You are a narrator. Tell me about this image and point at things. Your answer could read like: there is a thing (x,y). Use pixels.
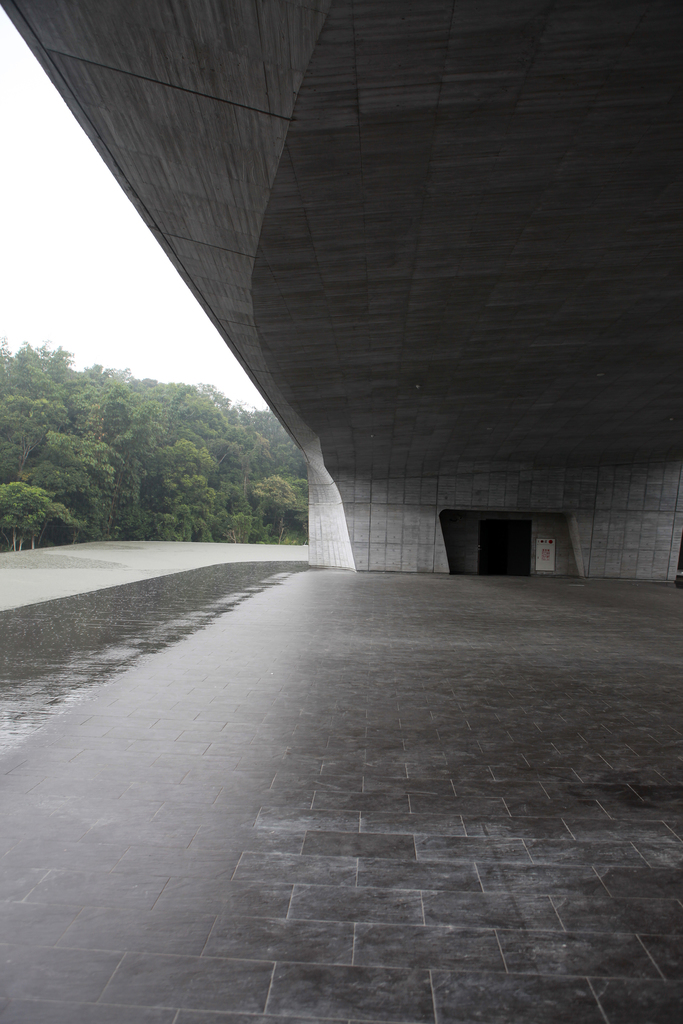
I think in this picture, there is bridge (510,412) with a door (506,570). At the bottom (363,893), there are tiles (505,729). Towards the left (128,509), there are trees (73,409) and sky (45,240).
